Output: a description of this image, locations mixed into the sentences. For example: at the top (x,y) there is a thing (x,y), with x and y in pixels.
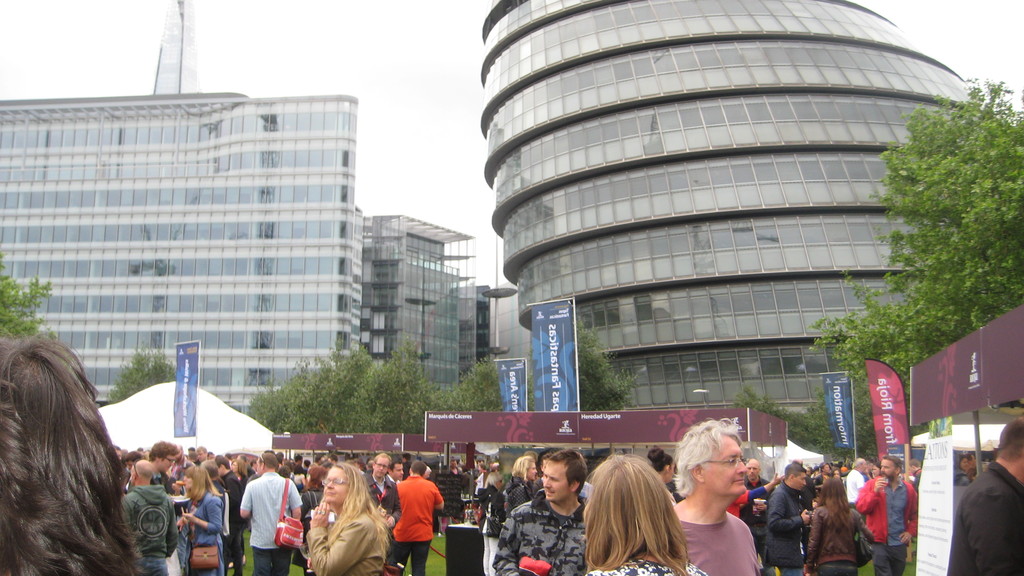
In the image there are many huge buildings (293,205) and in front of those buildings (235,363) there are few trees (411,395) and there is a huge crowd (289,503) standing in between those trees (389,407) and there are also some banners (576,399) around the crowd (65,482).
